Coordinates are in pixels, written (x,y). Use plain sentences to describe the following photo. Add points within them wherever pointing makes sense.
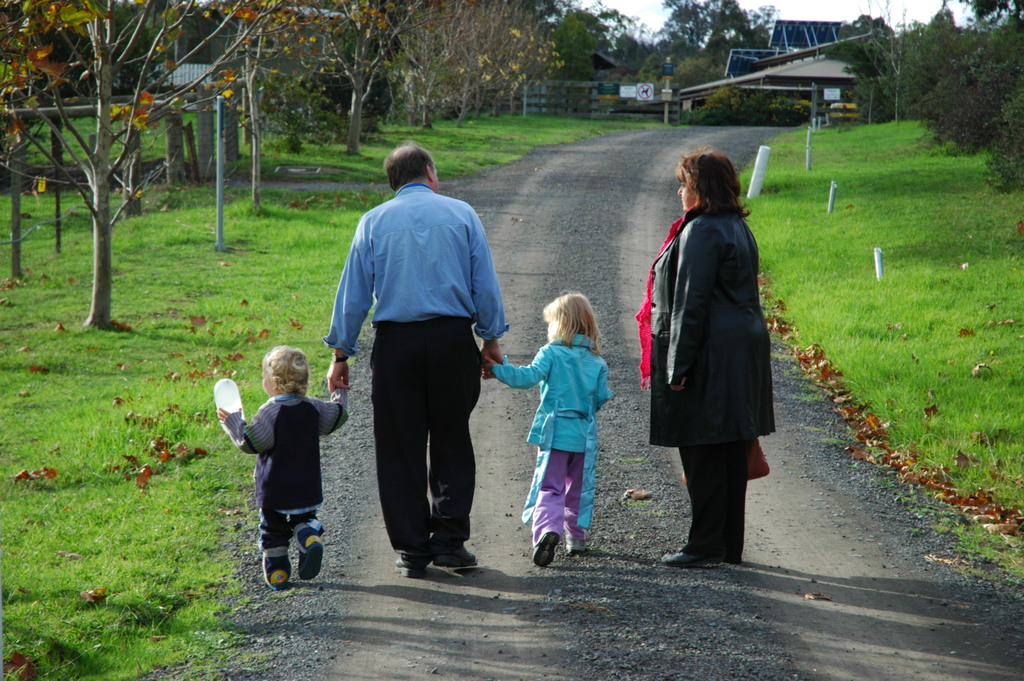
Here is the woman (716,392) standing. I can see the man (409,386) holding two kids (543,413) and walking on the pathway (516,302). This is the grass (305,232). These are the trees (871,75). I can see the dried leaves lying on the ground (144,550). This looks like a house (778,89). I can see the sign boards (643,88) attached to the pole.
